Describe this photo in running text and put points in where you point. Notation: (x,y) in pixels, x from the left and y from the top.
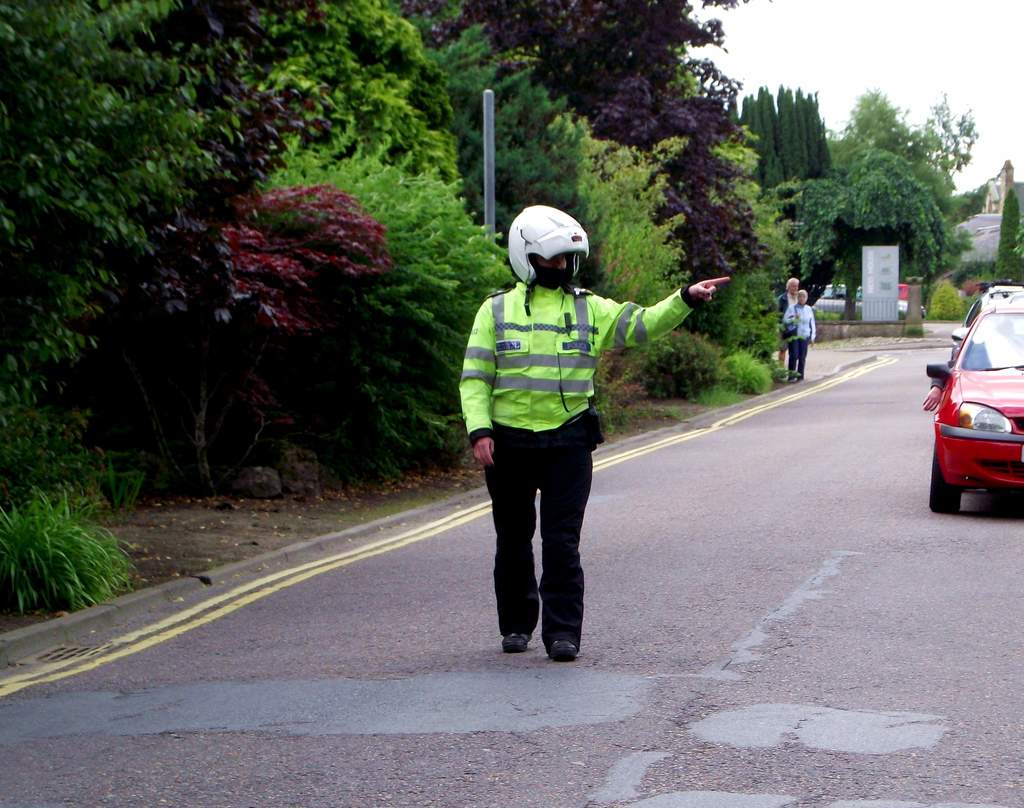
In this image in the center (563,451) there is one person (563,396) who is wearing helmet (563,226) and walking, and on the right side of the image (986,372) there are some vehicles (976,323). And in the background (336,214) there are some trees (682,243), plants (650,393), stones (307,492), and in the background (792,309) there are some boards (866,310), buildings (962,222) and two people (795,331) are standing. At the bottom (590,747) there is road (715,698).
